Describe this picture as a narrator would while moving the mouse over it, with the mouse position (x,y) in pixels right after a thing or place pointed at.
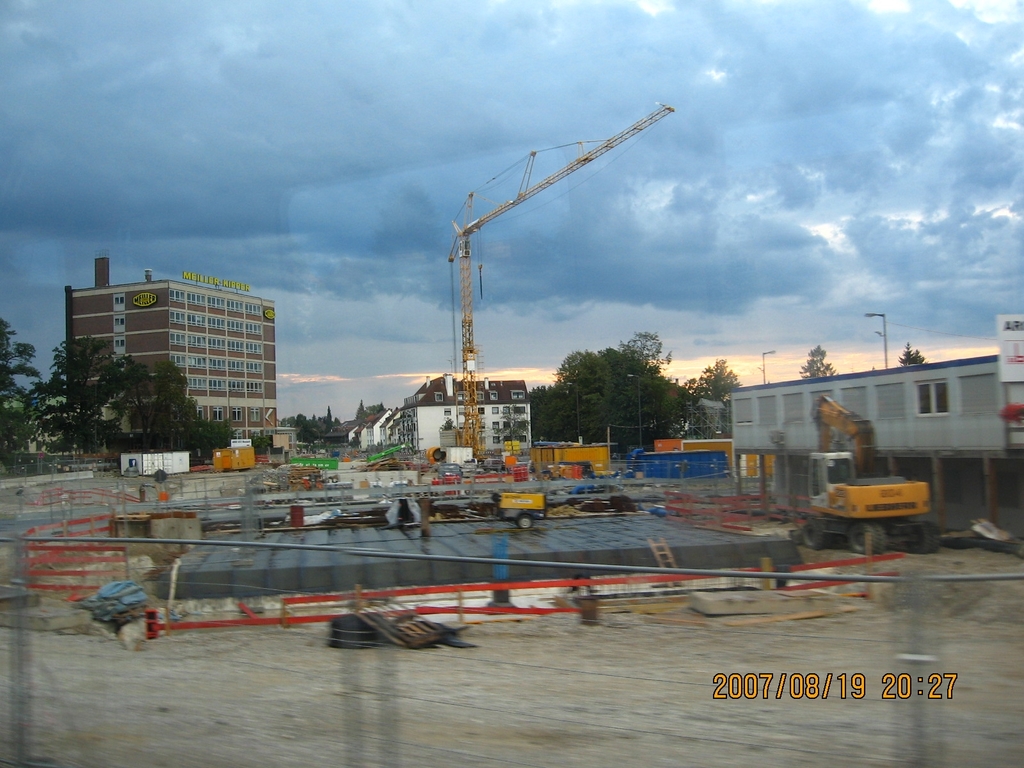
In front of the image there is a metal rod mesh fence (386,601), in front of the fence (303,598) there are some construction materials (584,509), on the right side of the image (827,427) there is a jcb (818,488), behind the jcb (848,426) there is a building (886,410) with a name board (1002,356), behind the construction materials (598,497) there is a crane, few containers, in the background of the image (498,417) there are lamp posts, trees (158,381) and buildings (154,317), on top of the buildings (160,303) there are name boards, at the top of the image (618,189) there are clouds (586,194) in the sky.
